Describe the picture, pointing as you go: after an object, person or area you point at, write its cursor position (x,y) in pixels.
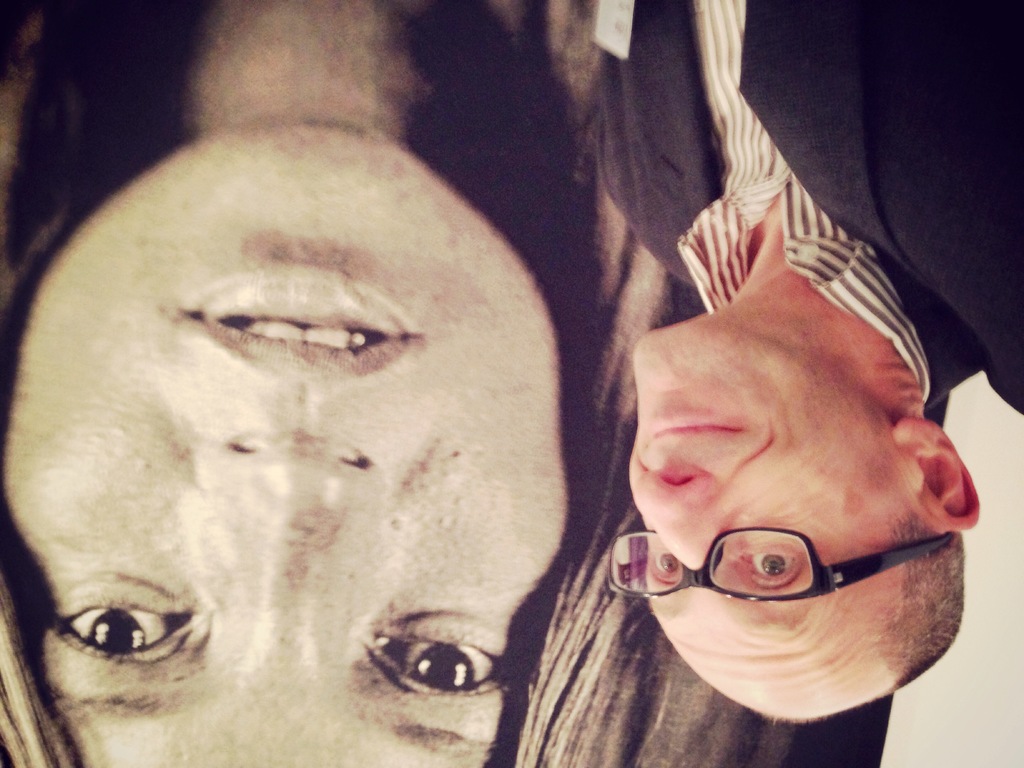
This is a flipped image. In this image we can see the depiction of a woman (407,163). We can see a man (763,209) wearing a shirt (734,185), blazer (920,232) and spectacles (803,593).
